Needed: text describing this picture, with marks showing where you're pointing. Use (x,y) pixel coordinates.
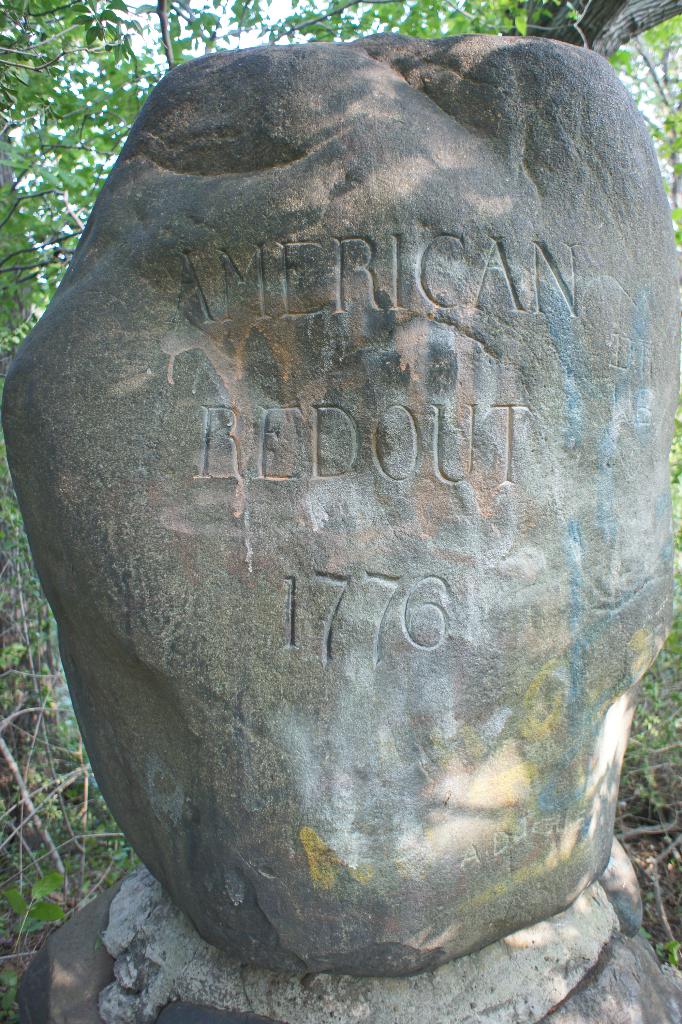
In this image we can see a rock (240,494) on which some text (436,600) was written.
